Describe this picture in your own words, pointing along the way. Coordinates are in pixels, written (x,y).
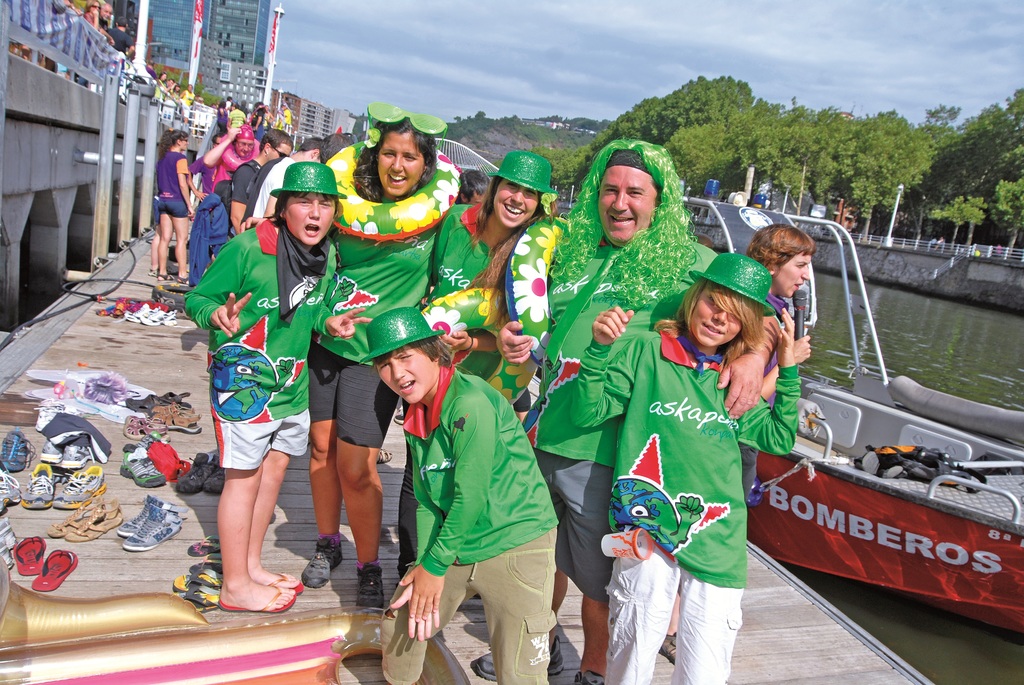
In this picture we can see group of people (334,238) and a boat (851,481) on the water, on the left side of the image (154,477) we can see footwear (147,478), on the right side of the image (773,251) we can find a person (778,290) is holding a microphone (805,298), in the background (233,35) we can see few buildings (265,76), poles (279,108), trees (471,126) and clouds (490,40).
